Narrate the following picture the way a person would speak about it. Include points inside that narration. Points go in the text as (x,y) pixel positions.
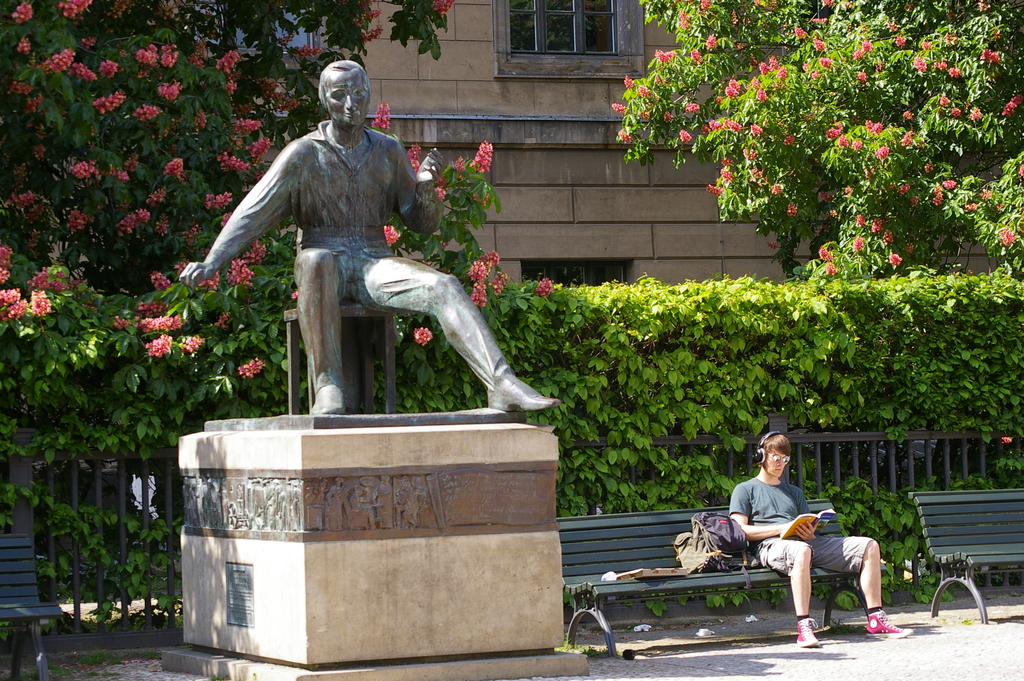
In this image there is a statue (366,517), there are benches (690,590) on a bench (744,585) a man (775,553) sitting, behind the statue (202,435) there are plants (467,227) trees (904,82) and a building (642,240).
